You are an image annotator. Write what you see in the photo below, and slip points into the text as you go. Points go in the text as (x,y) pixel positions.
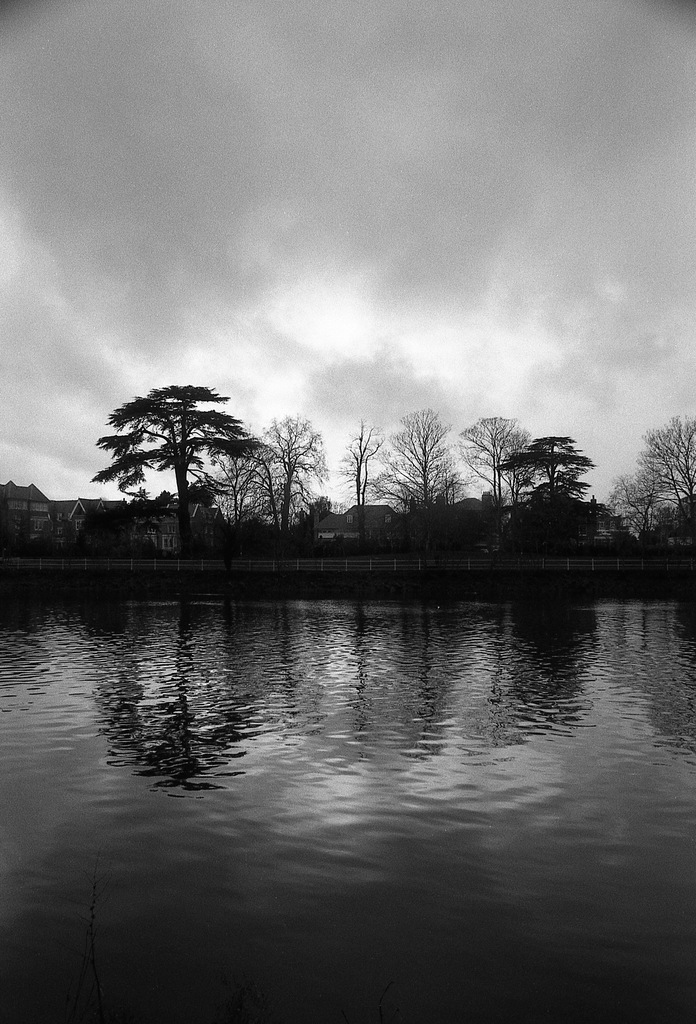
In this image I can see the lake (377,670), there are some trees (451,479) in the middle (389,477), at the top (373,303) I can see the sky (316,298).
